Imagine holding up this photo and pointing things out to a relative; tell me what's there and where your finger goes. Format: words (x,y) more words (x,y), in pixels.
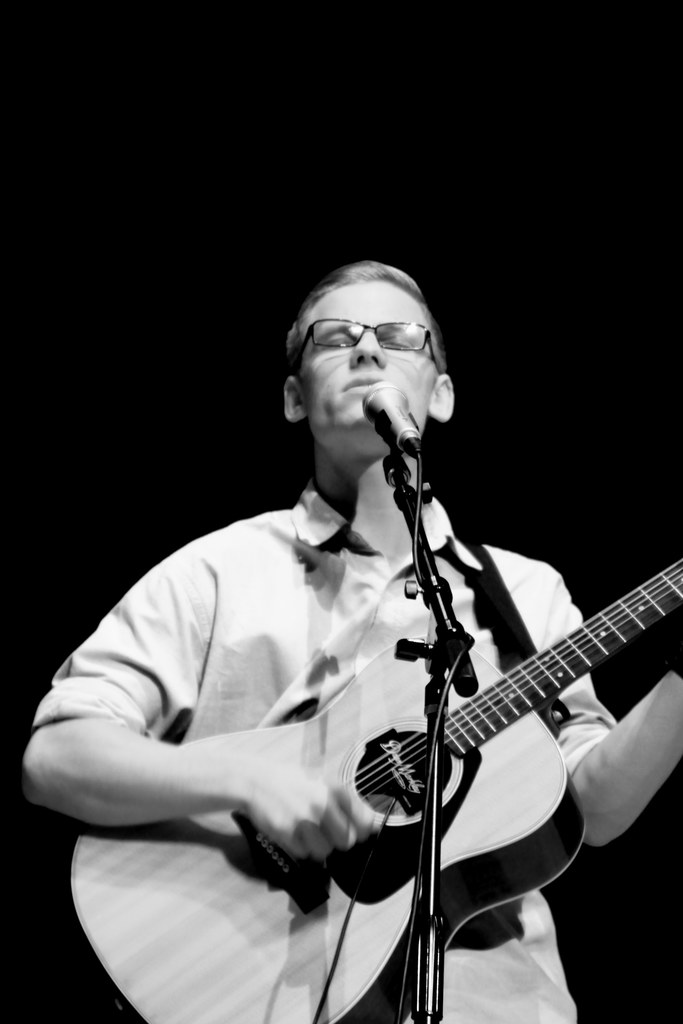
As we see in the image, there is a person (289,363) playing a guitar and he is standing in front of a mic (377,398).
